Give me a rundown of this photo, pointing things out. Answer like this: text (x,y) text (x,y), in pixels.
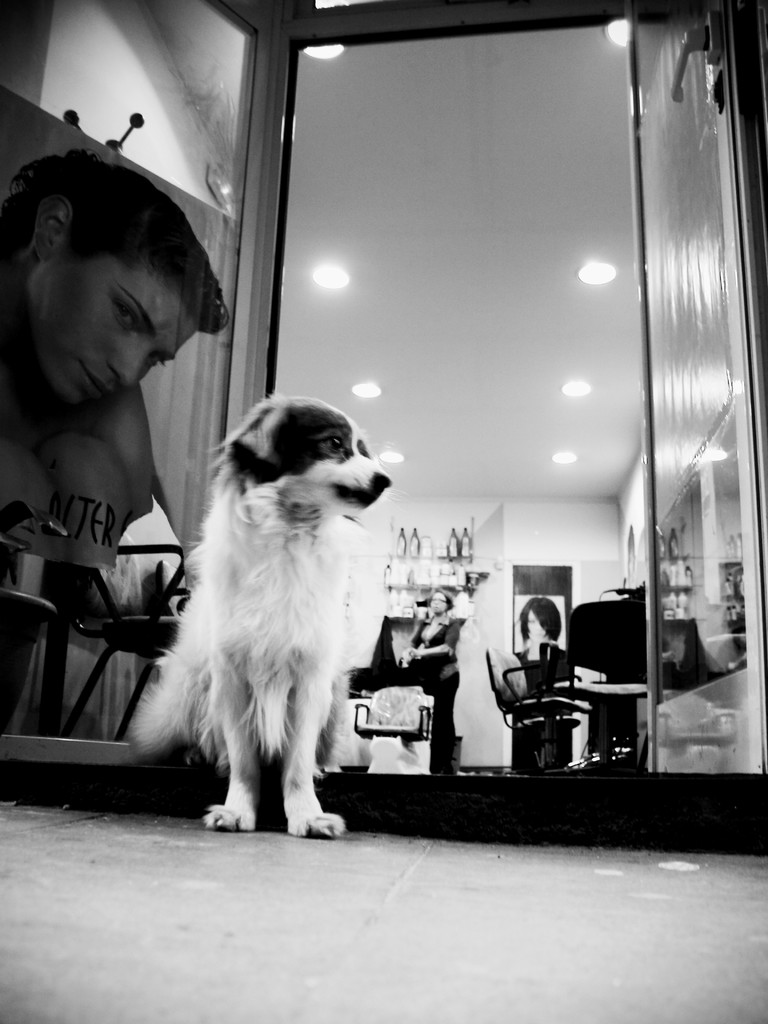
This picture shows a dog (209,751) and a woman (416,654) standing on the back (452,635) and we see a photo (150,184).
